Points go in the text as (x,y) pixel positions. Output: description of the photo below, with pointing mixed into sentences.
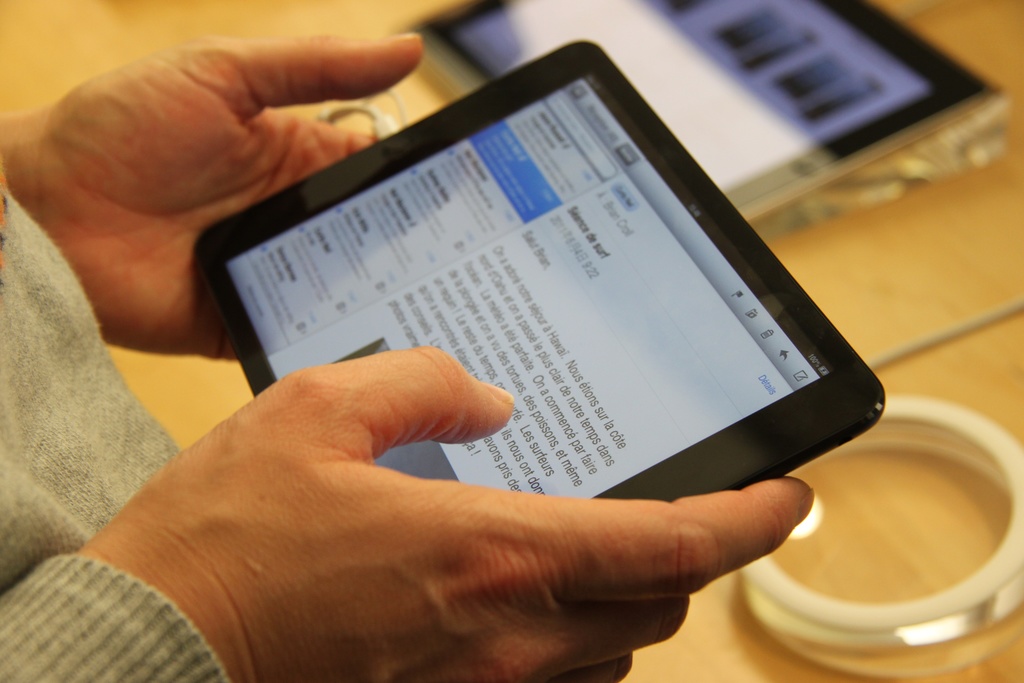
In this image there are hands (159,316) of a person (141,523) holding a tablet (744,410). There is text (447,270) displayed on the tablet (400,251). At the bottom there is a wooden surface (898,278). There is another tablet (792,73) on the wooden surface (1011,246). The background (749,58) is blurry. In the bottom right (927,627) there is an object (907,641).
